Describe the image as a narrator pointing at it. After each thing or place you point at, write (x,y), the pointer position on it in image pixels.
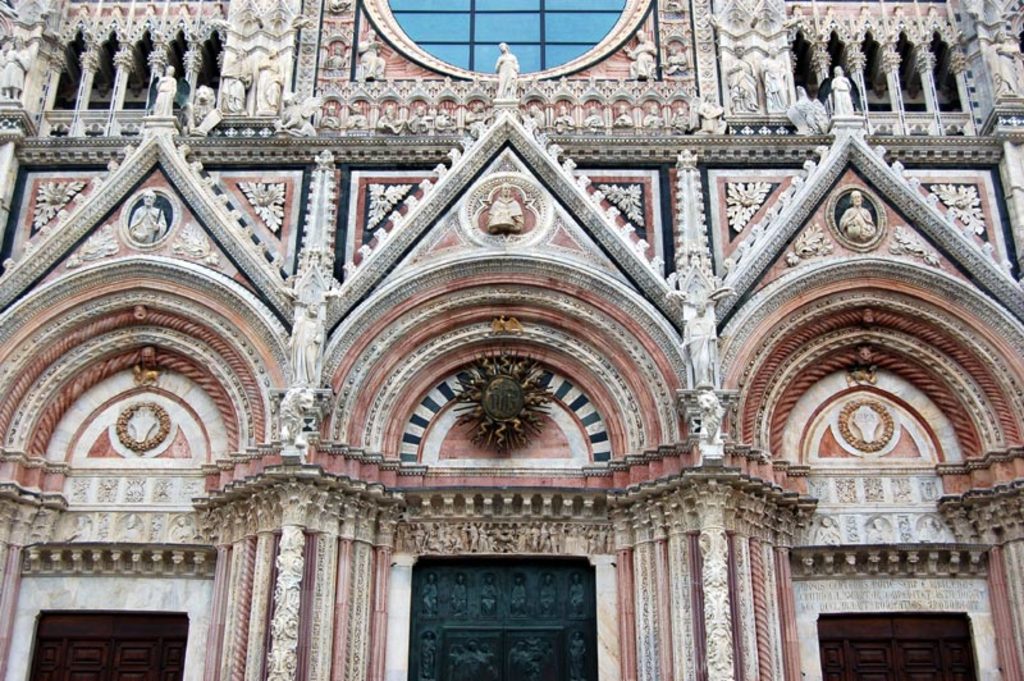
In this picture there is a building (714,452). At the top (711,105) i can see the statues (713,125) near to the window (532,57). At the bottom (87,657) i can see the doors (467,638). Above that there is some object (544,386) which is hanging from the wall (554,357).
